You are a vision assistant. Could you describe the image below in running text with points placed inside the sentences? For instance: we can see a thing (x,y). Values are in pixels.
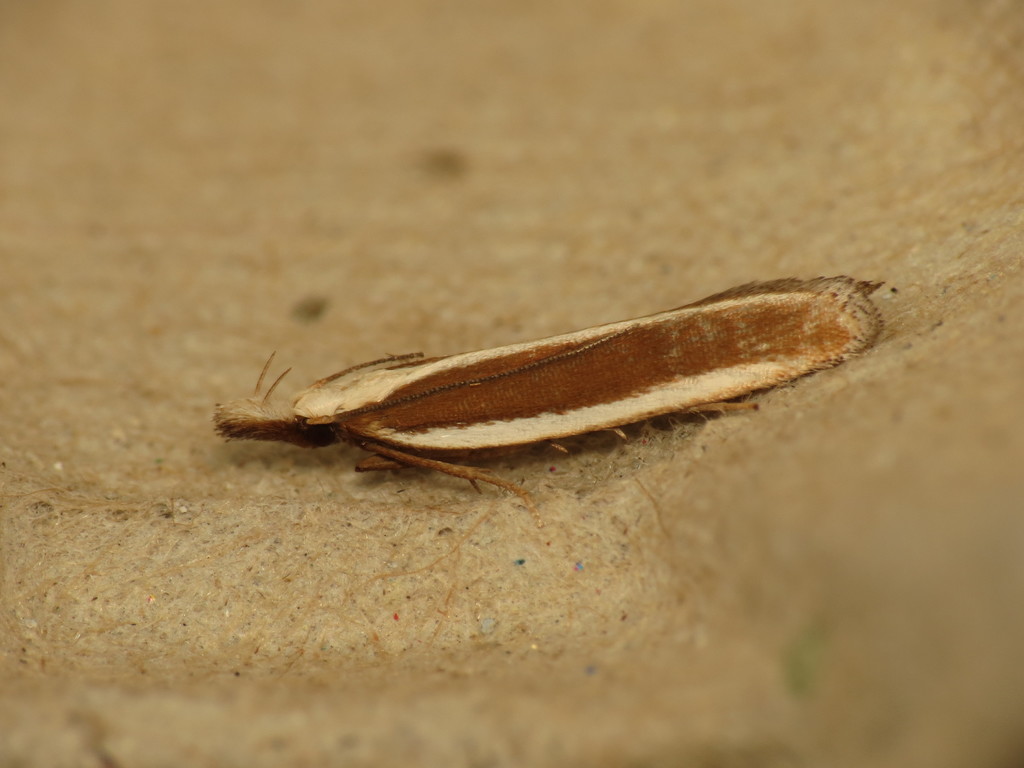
In this image, we can see an insect (757,343) on the ground (272,493).
